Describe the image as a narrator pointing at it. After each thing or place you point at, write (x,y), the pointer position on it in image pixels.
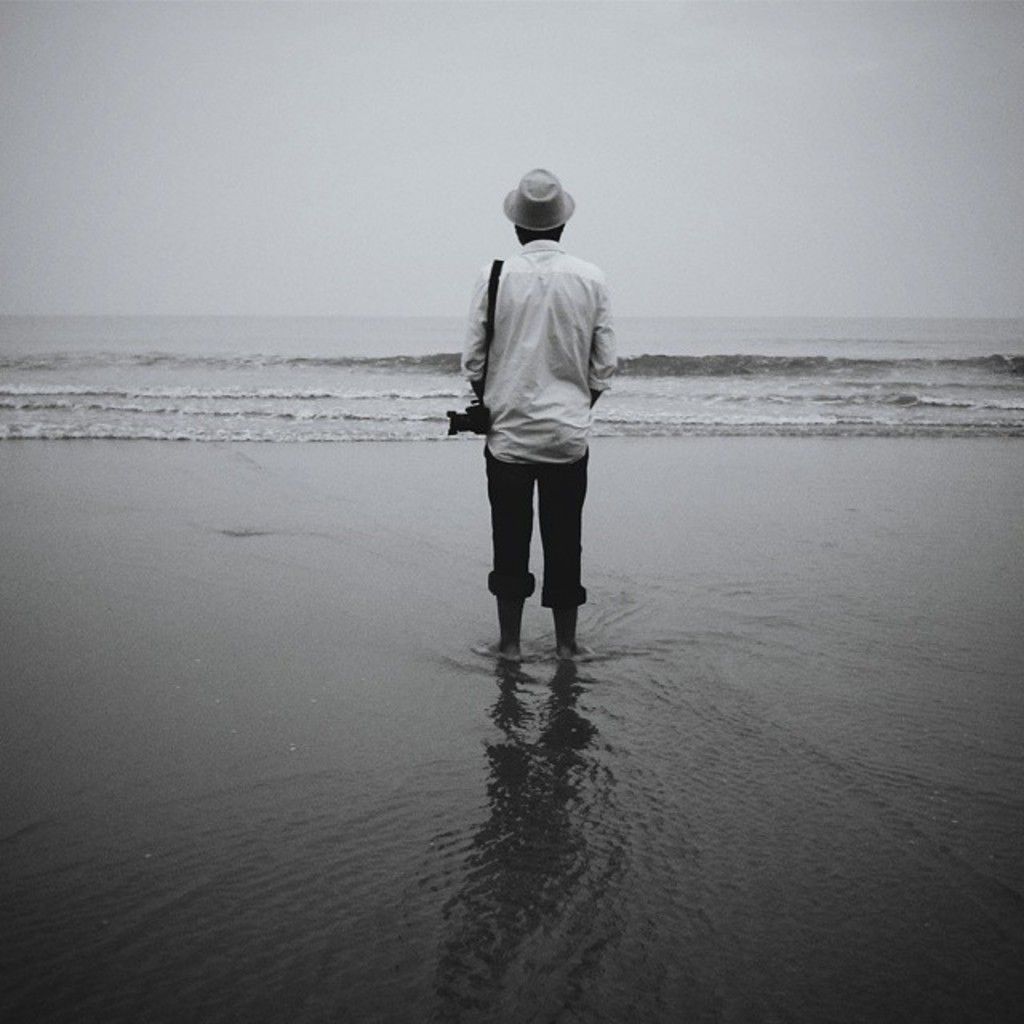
In this picture we can see a person (501,405) wore a cap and carrying a camera (471,410) and standing and in the background (342,388) we can see water (907,331) and the sky (394,132).
